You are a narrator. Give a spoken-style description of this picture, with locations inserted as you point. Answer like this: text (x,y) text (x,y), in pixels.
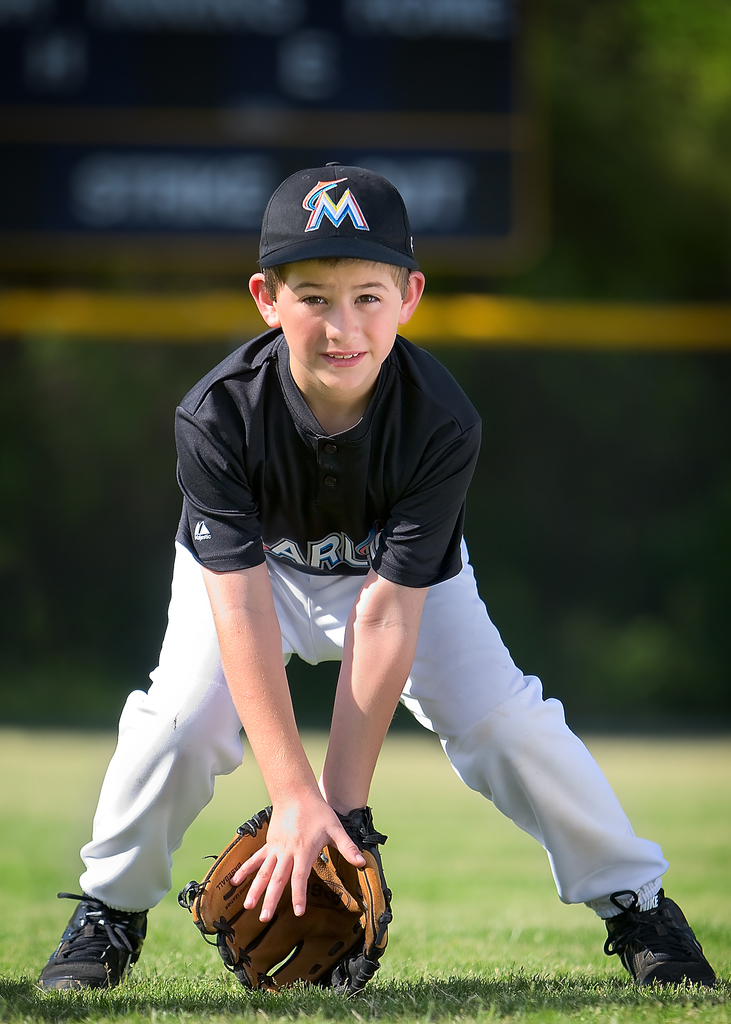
In this image we can see a person (368,681) and an object (214,889). In the background of the image (431,756) there is a blur background (689,147). At the bottom of the image (507,1006) there is the grass (466,985).
